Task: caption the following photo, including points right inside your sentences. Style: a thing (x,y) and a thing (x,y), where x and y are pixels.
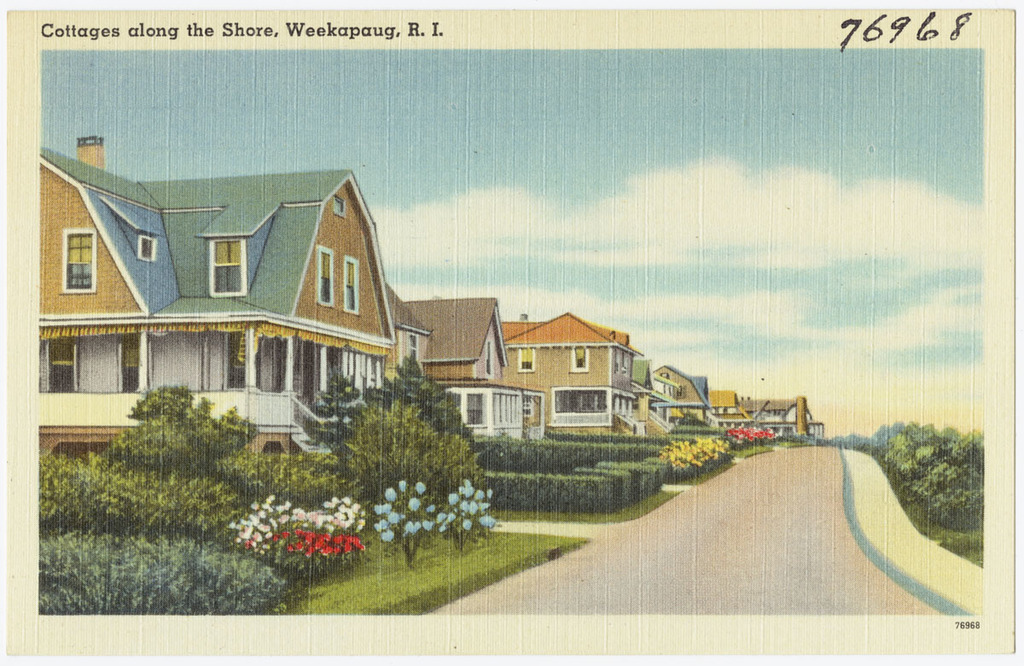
This is a printed picture. We see houses (425,358) and trees (446,472), Plants (682,472) and grass (485,569) on the ground (795,509) and we see a blue cloudy Sky (660,156).
